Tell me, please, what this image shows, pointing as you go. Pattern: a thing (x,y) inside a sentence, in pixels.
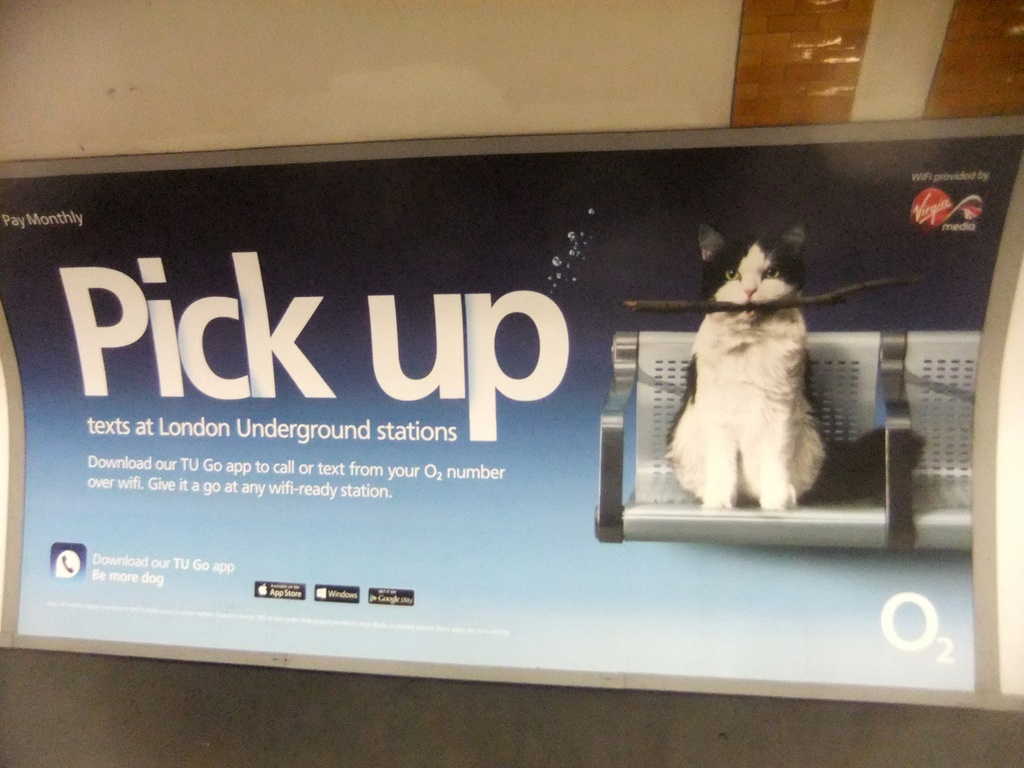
In this image we can see a cat (806,475) sitting on a chair (879,497) and it is holding a wooden piece (709,306) in the mouth (765,297).
